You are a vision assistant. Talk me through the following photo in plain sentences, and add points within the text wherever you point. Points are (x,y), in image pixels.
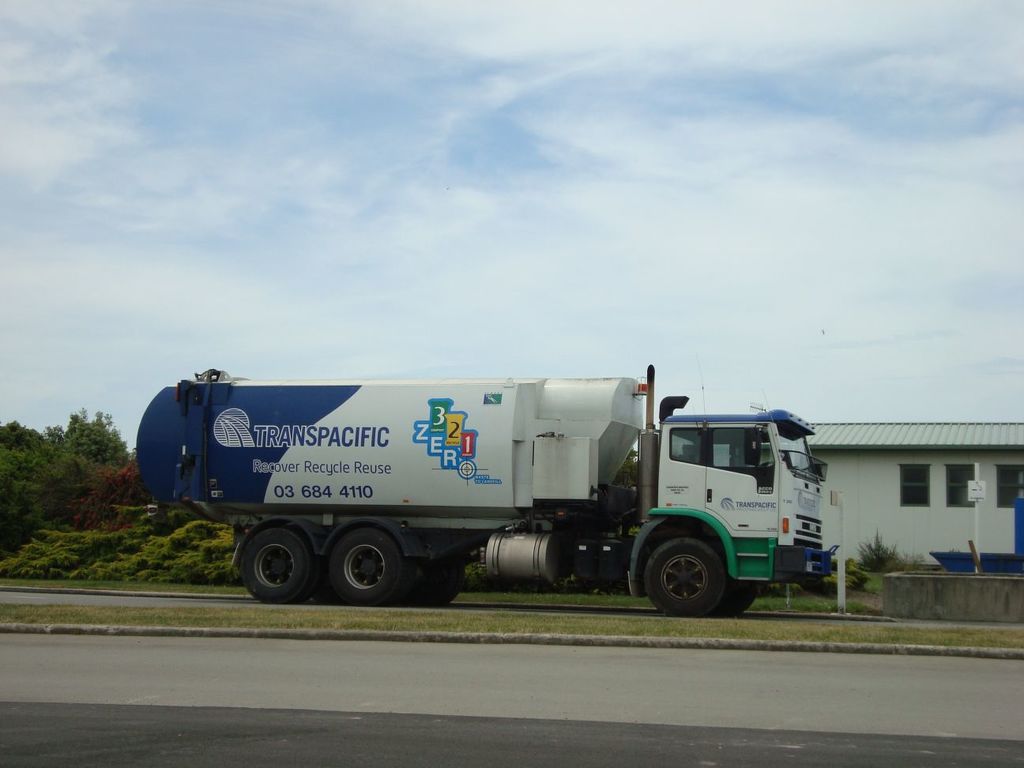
In this picture in the middle (644,488), we can see a vehicle (793,475) moving on the road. On the right side (976,478), we can see a building (988,459), pole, plants (856,570). On the left side (25,513), we can also see some trees (25,513). On the top (654,224), we can see a sky (604,225) which is cloudy, at the bottom (499,638) there is a grass (669,632) and a road (645,660).
